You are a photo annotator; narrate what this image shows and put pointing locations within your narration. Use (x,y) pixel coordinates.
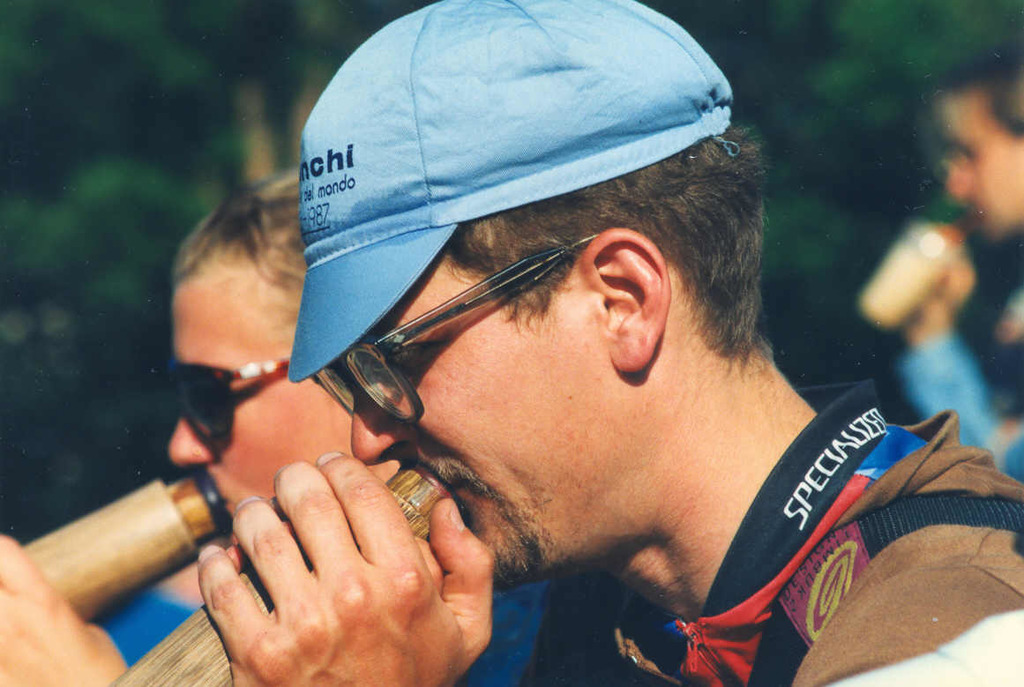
In this image there are two people (262,454) holding some object (422,476) in their hand (368,501), kept that object (188,518) near their mouth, behind them there is a person (941,276) drinking, in the background of the image (171,256) there are trees (163,308).
